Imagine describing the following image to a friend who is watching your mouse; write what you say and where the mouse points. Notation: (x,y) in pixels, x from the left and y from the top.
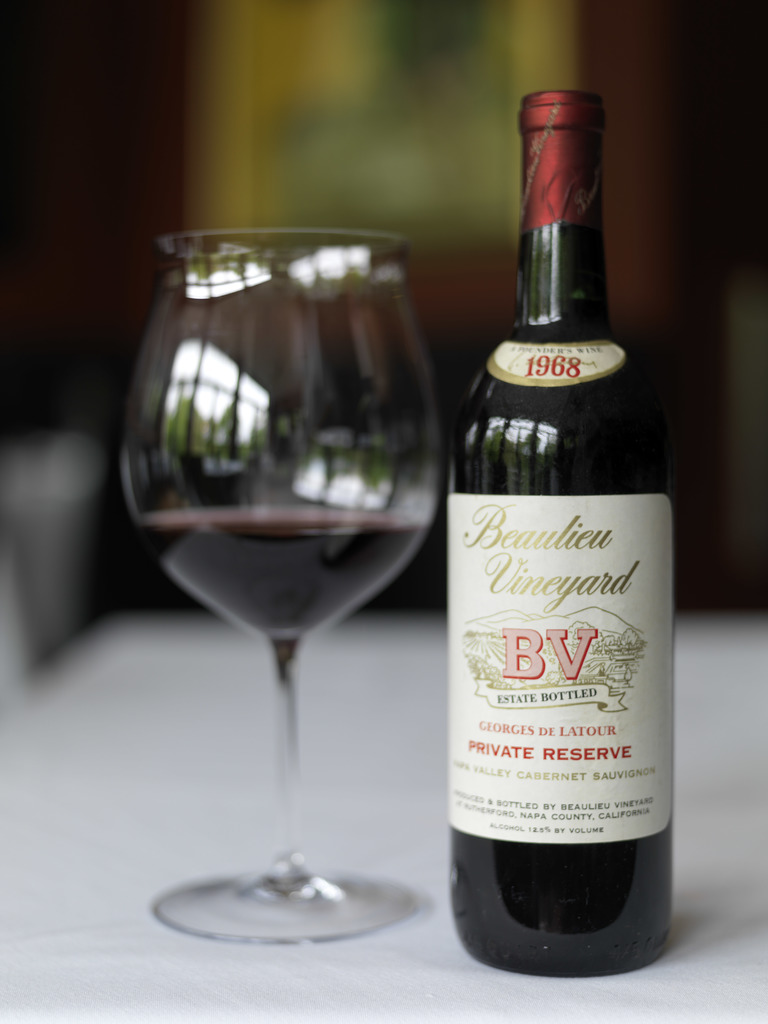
In this image in front (556,752) there is a glass (270,872) and a wine bottle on the table (102,797). In the background of the image (80,292) there is a wall (63,122) with the photo frame (516,5) on it.
